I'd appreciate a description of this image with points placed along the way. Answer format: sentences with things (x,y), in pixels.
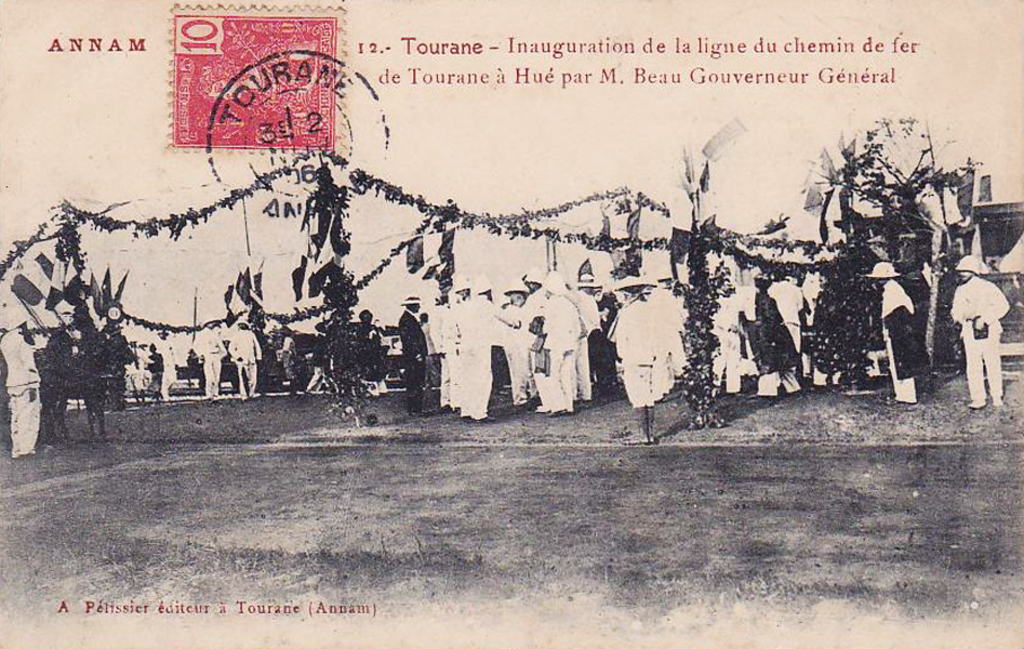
In this image we can see the poster (751,523) with black and white photo (741,327) and there are few people (649,383) and there are some objects (708,370) which looks like poles (863,267) with decorative items (851,260). We can see some text (501,79) on the poster (473,98) and there is a stamp (268,86).
